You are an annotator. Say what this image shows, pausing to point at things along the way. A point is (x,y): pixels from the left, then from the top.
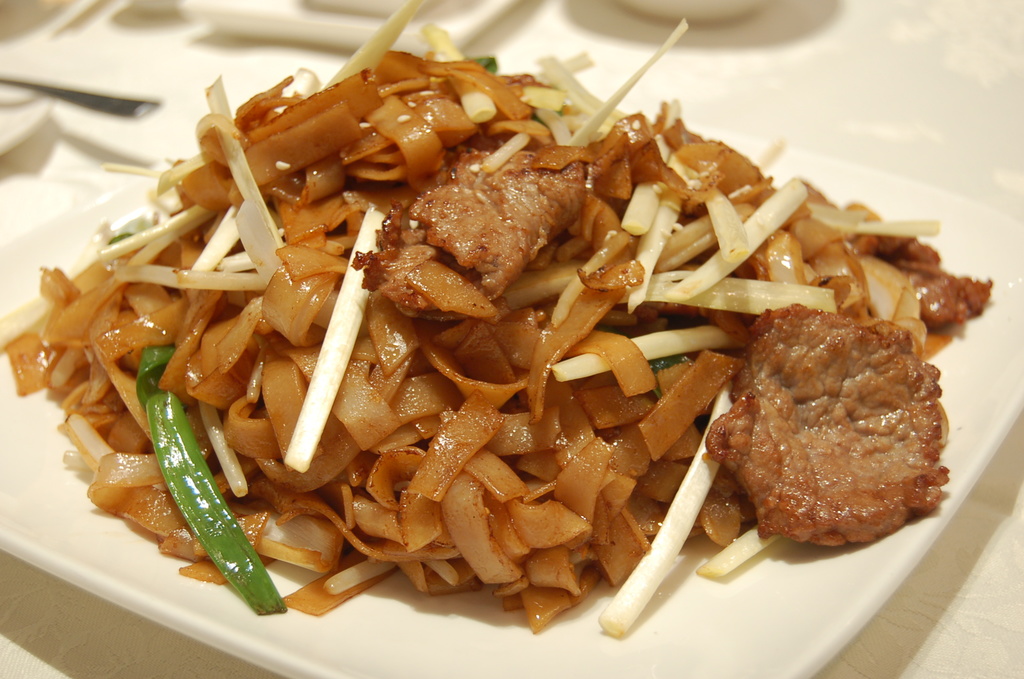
In this image there is a plate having some food (573,266) in it. Top of image (655,5) there are few objects (277,21) kept on the table (911,102).
